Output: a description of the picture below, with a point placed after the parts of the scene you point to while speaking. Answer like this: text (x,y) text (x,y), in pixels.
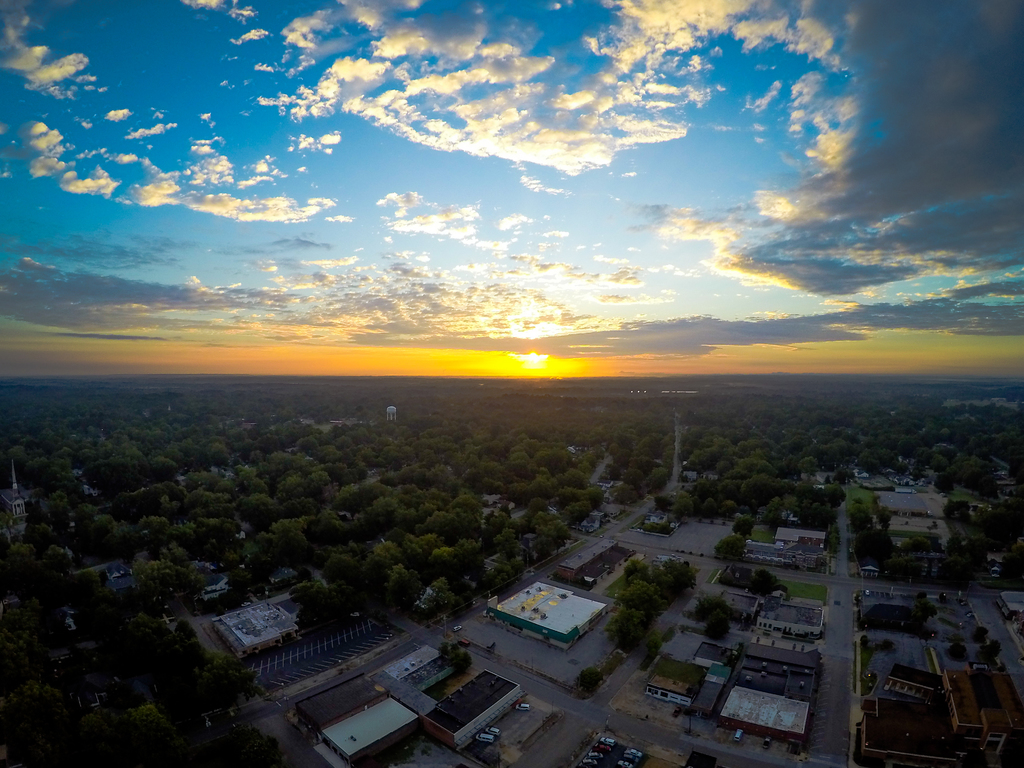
In this picture we can see some buildings (695,690) and vehicles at the bottom (680,691), in the background (820,433) there are some trees (652,441), we can see the sky (505,191) and clouds (493,146) at the top of the picture (499,139).
